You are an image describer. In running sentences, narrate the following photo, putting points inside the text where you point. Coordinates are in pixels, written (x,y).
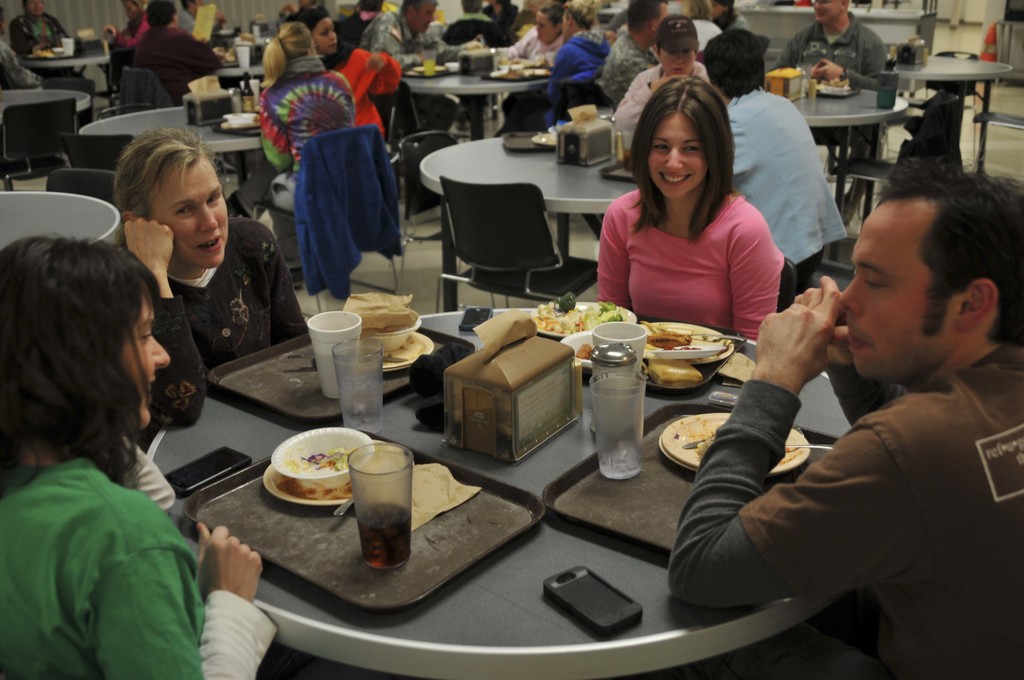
In this image I can see group of people (783,324) sitting on the chair (504,222). On the table (538,537) there is a glass (381,536), bowl (320,478), plate (336,498), spoon (342,511), tissue (454,483) in the tray (326,511) and there is the mobile phone (602,609).
